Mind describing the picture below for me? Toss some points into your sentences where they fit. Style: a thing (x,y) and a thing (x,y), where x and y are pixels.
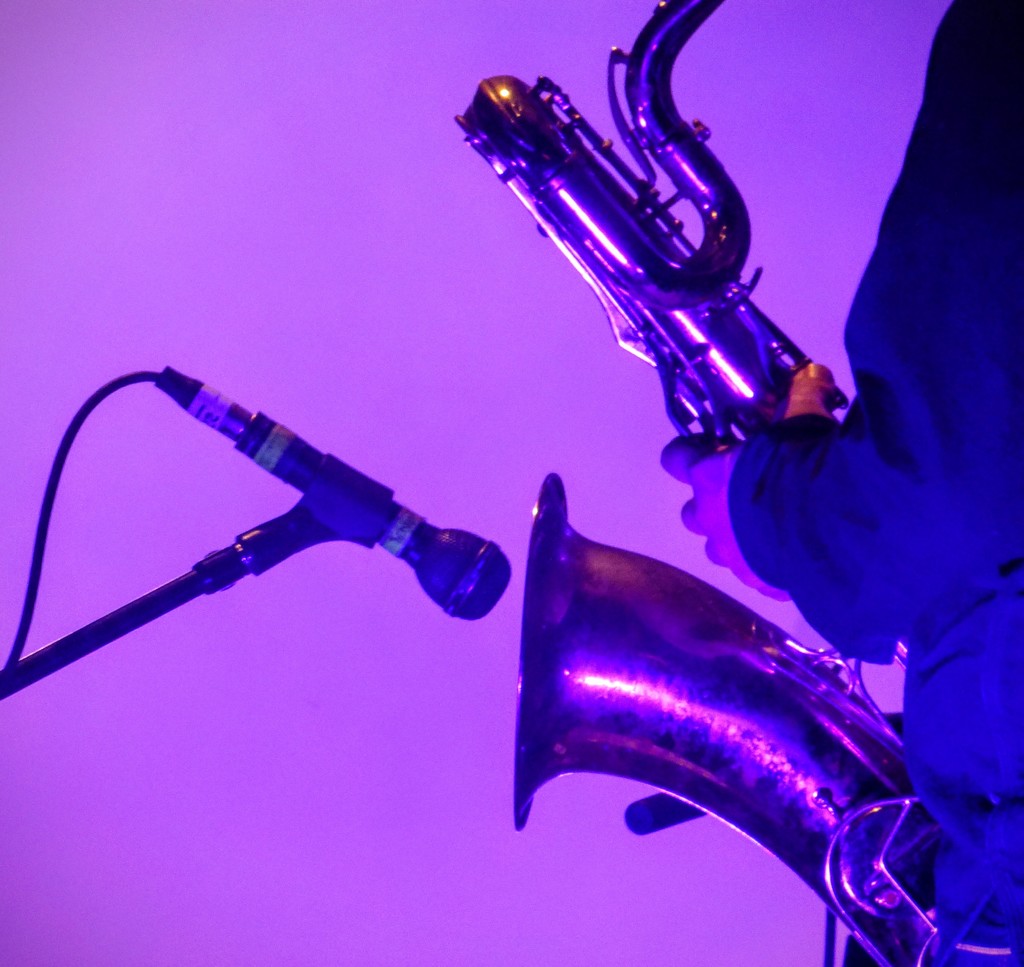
In this image there is a man (944,494) holding a musical instrument (802,651). On the left side (204,596) there is a mic (462,546).
